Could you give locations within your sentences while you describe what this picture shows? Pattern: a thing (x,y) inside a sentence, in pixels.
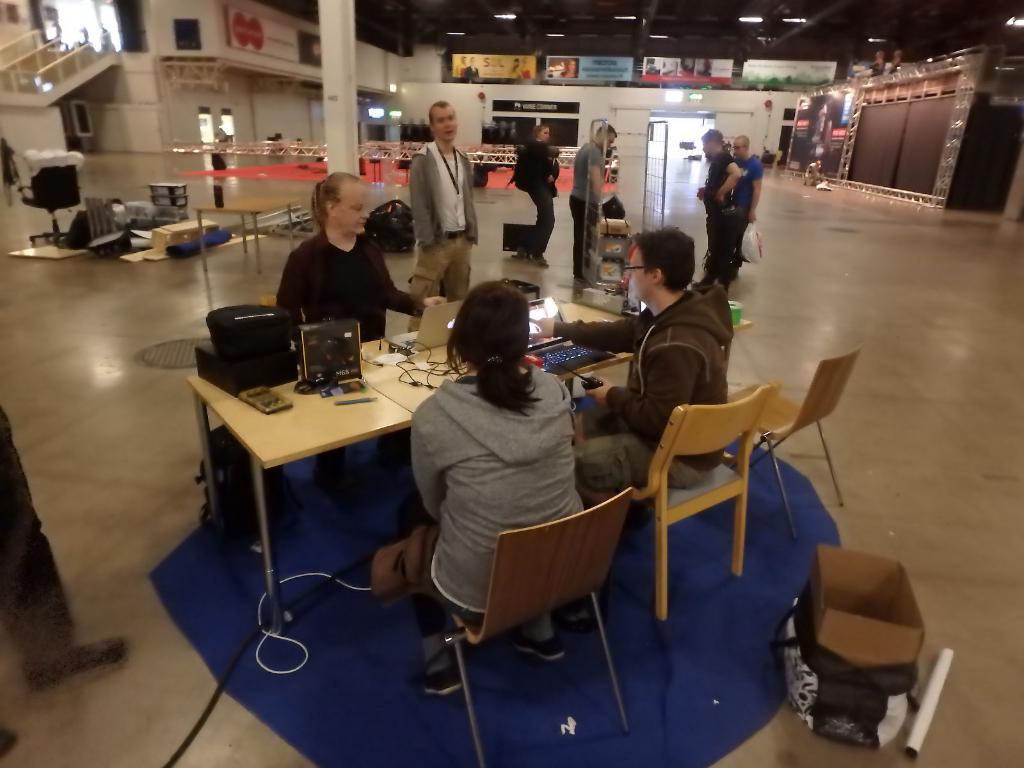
There is a woman (497,506) sitting on the chair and there is a table (359,415) in which there is a laptop (432,336) and different types of wires (404,374) and there is a laptop (550,298) also on the table (575,313) and the man (662,390) sitting on the chair (684,424) is operating the laptop (536,306) and on the top right corner (750,221) we can see a man (750,221) holding a cover (755,243) in his hand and on the bottom right corner (825,683) we can see a bag (886,716) and cardboard (861,648) and on the top (692,19) we can see a ceiling (562,22) which has a lights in it. On the left side (339,72) we can see a pillar (334,42), on the left corner (252,29) we can see a hoarding (278,38). There are people (702,190) standing on the floor (504,202), there is a light (372,114) in the top left corner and there is a staircase (33,61) on top left corner (59,59) and there are different things (332,377) on table (389,381).
